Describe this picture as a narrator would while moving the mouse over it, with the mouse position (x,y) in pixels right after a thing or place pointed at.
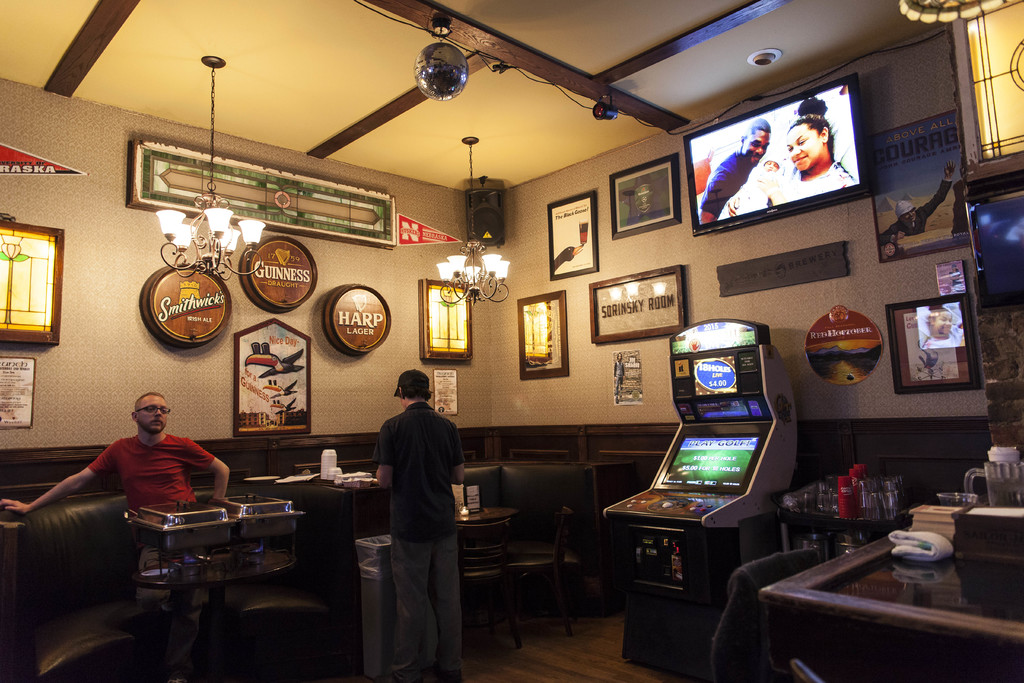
in the picture there is a pub (478,405) in which there are many items (218,527) two persons (404,488) are there near the sofa (73,532) with a table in front of them here we can see many frames (670,183) on the wall (719,295), here we can see an led screen (784,154).
